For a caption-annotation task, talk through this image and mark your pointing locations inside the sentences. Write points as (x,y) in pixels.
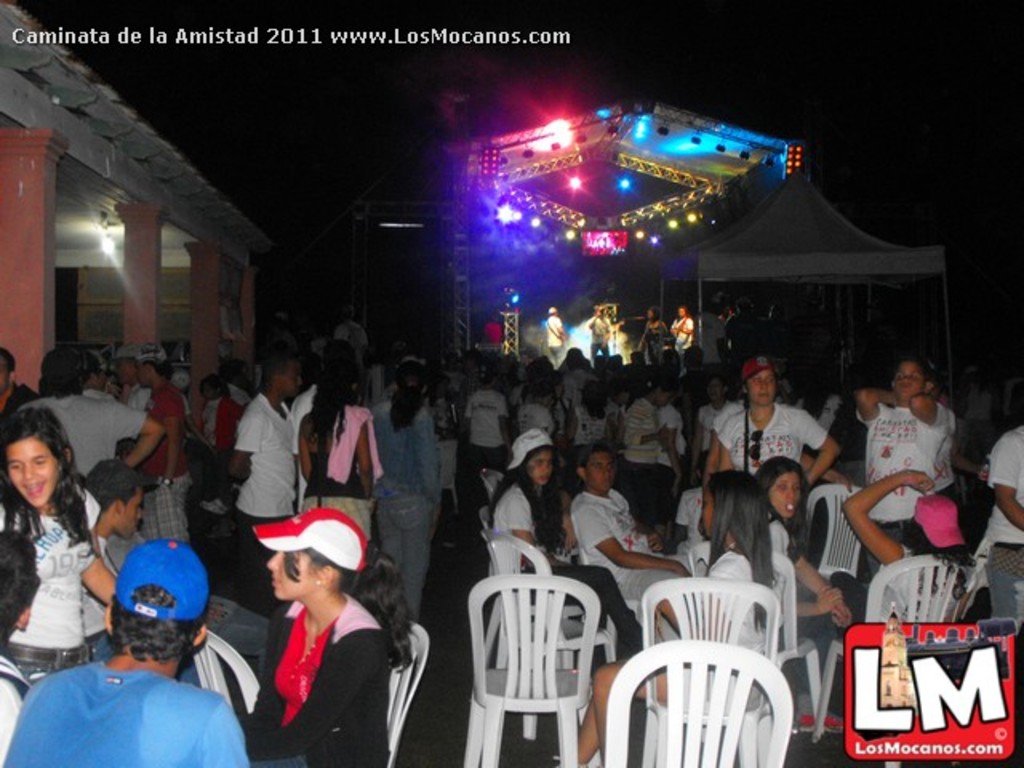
In this image there are group of persons (652,415) who are sitting on the chairs (221,654) and standing on the floor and at the background of the image (691,328) there are group of persons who are playing musical instruments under the lights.
